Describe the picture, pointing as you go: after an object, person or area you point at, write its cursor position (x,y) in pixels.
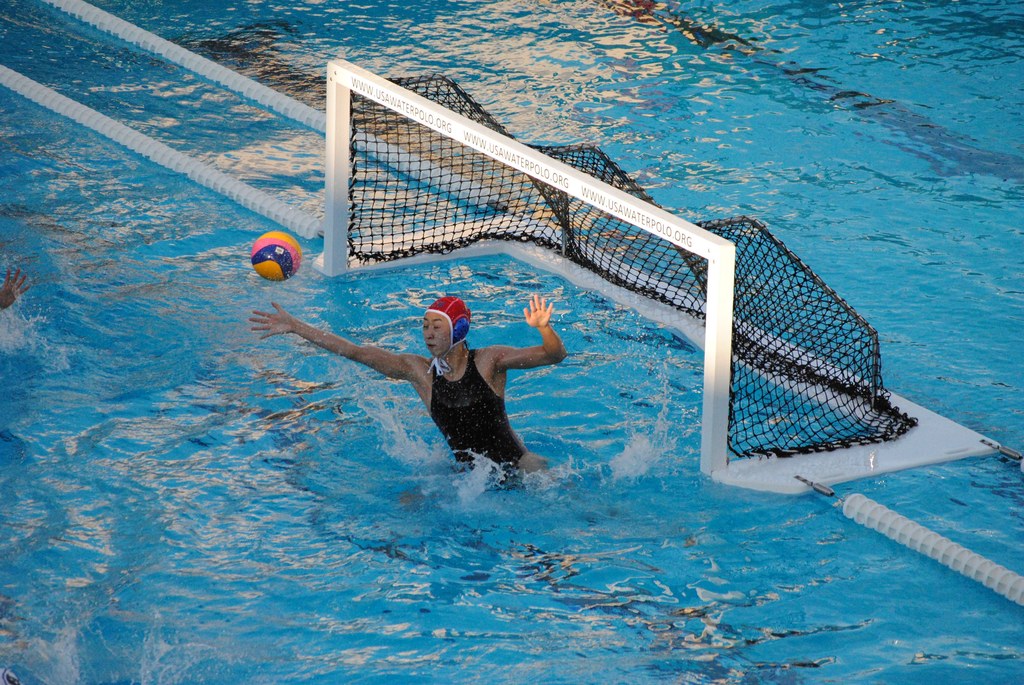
In this picture I can see there is a person (476,416) swimming in the water (560,539) wearing a black swim dress (490,417) and a head wear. There is a net (690,270) in the right side (758,301) and there is a ball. There is another person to left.
